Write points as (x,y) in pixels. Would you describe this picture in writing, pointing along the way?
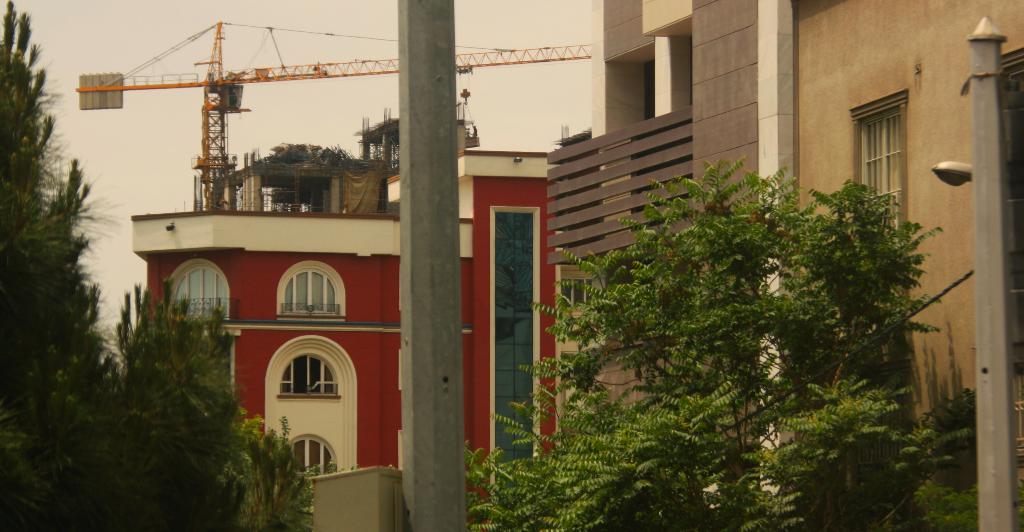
In this image I can see few trees (581,500) in the front (581,500). In the background (669,174) I can see few buildings (891,85) and on the right side of this image (965,167) I can see a light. I can also see a crane (241,103) on the top side of this image (220,56).
